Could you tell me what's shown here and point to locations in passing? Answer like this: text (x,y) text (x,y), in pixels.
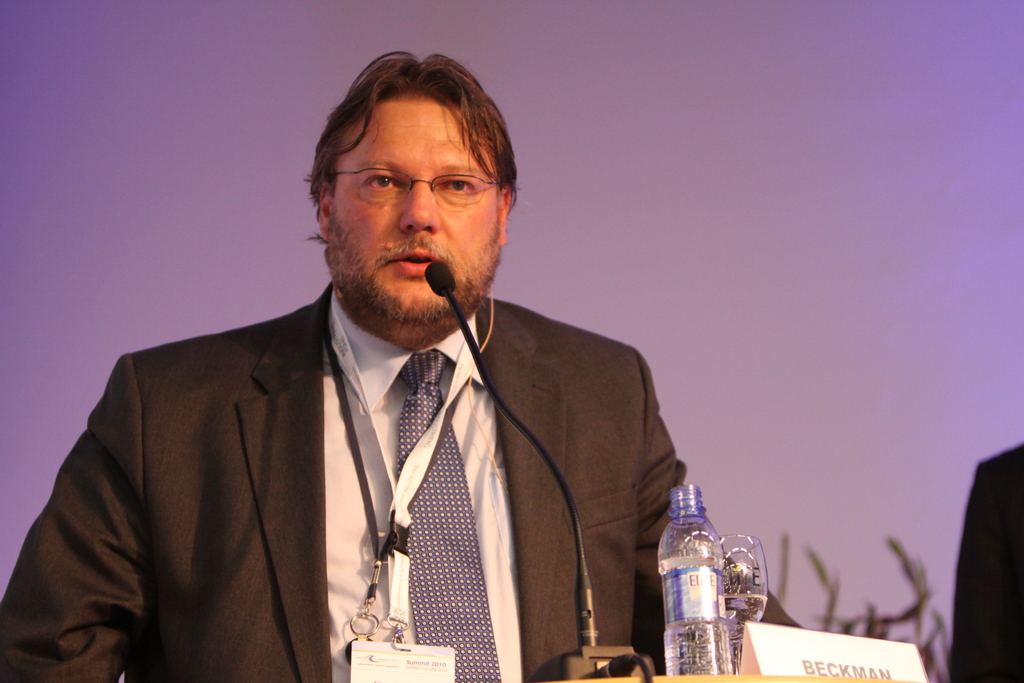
In this picture we can see man (285,410) wore blazer (547,539), tie (420,385), spectacle (488,183) and talking on mic (467,326) and in front of him we can see bottle (703,645), name board (847,648) and in background (650,265) we can see wall (850,502).
